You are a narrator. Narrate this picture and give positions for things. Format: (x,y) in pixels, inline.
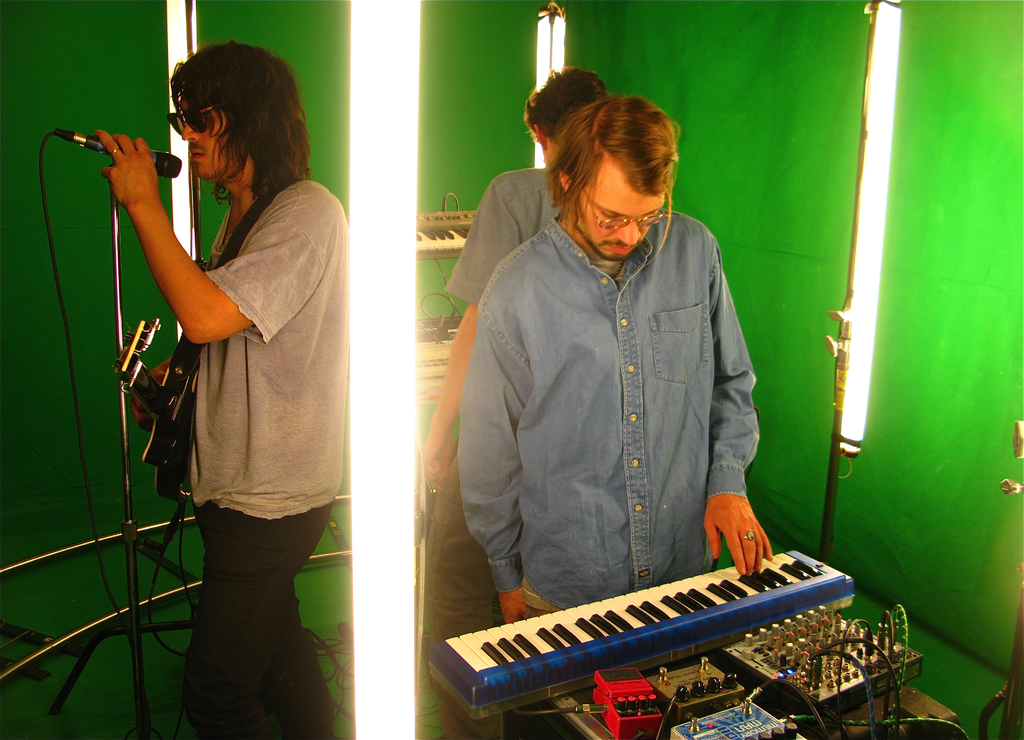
In this image i can see three men (596,359) standing a man (545,394) at right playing a piano (539,622), a man (320,313) standing left singing in front of a microphone (173,169), at the background (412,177) i can see a light (386,198).
